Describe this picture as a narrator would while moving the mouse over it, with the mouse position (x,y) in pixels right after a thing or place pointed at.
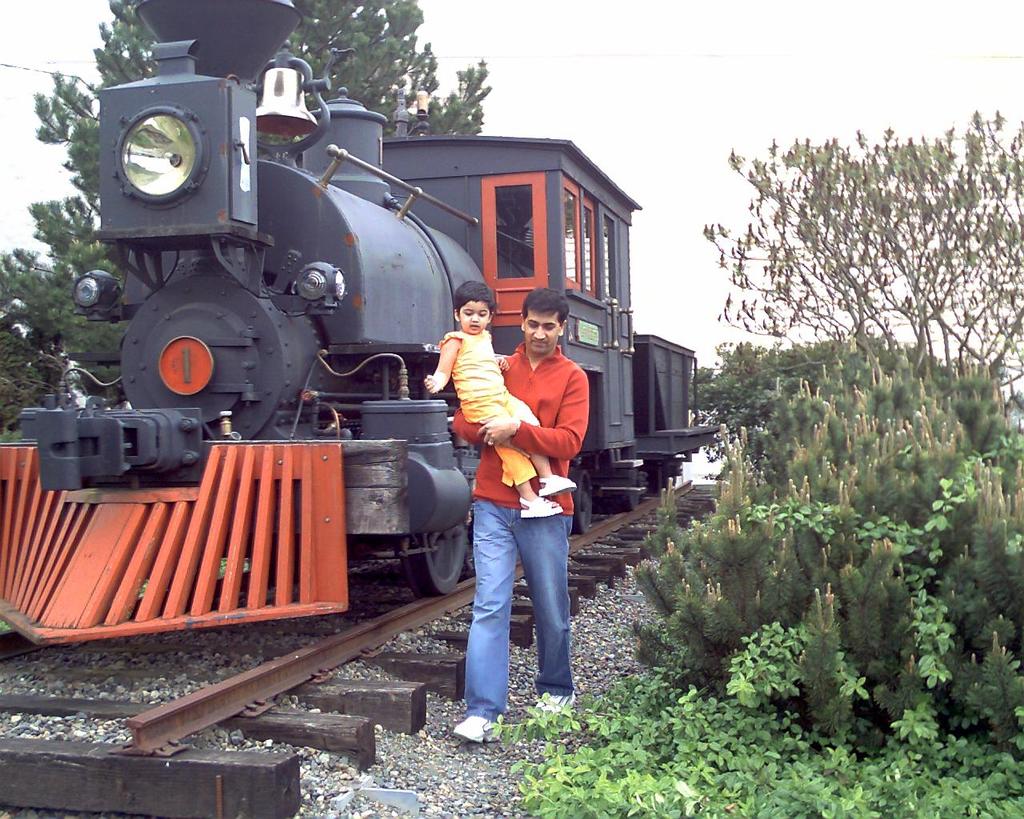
This image is taken outdoors. At the top of the image (583,110) there is the sky (483,37). At the bottom of the image (501,782) there is a ground (445,750) and there is a track (207,761). There are many pebbles (179,679) on the ground (582,619). On the right side of the image (846,373) there are a few trees (821,402) and plants (692,730) with leaves (742,740), stems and branches (790,469) on the ground (467,750). In the background (825,241) there is a tree (324,48). In the middle of the image (354,348) an engine (316,372) is parked on the track (294,716). A man (537,405) is walking on the ground (438,762) and he is holding a kid (481,415) in his hands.
